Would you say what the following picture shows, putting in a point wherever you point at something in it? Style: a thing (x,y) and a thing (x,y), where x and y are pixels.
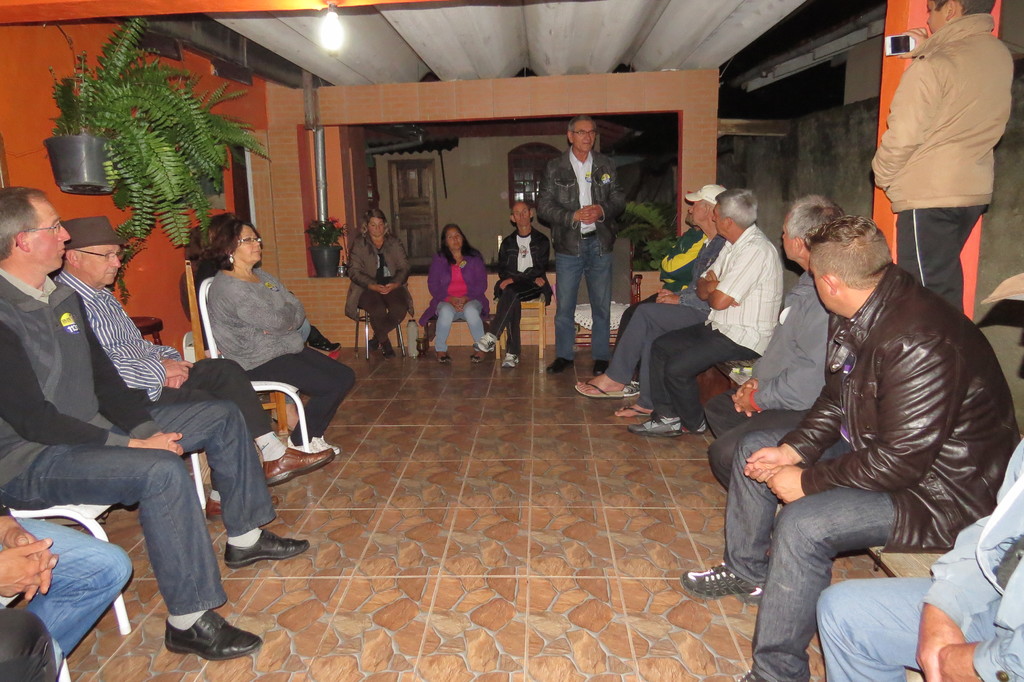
In this image we can see a group of people (970,364) sitting on the chairs (908,573). Here we can see a man (562,335) standing on the floor (555,348). He is wearing a jacket (568,207). Here we can see the people (358,293) who are sitting on the chairs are paying attention to the man (608,212) who is standing on the floor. Here we can see a man (987,18) on the top right side (884,133) and he is holding a mobile phone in his hand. Here we can see the clay pots (77,167). Here we can see a lamp (330,10) on the roof (359,20).
